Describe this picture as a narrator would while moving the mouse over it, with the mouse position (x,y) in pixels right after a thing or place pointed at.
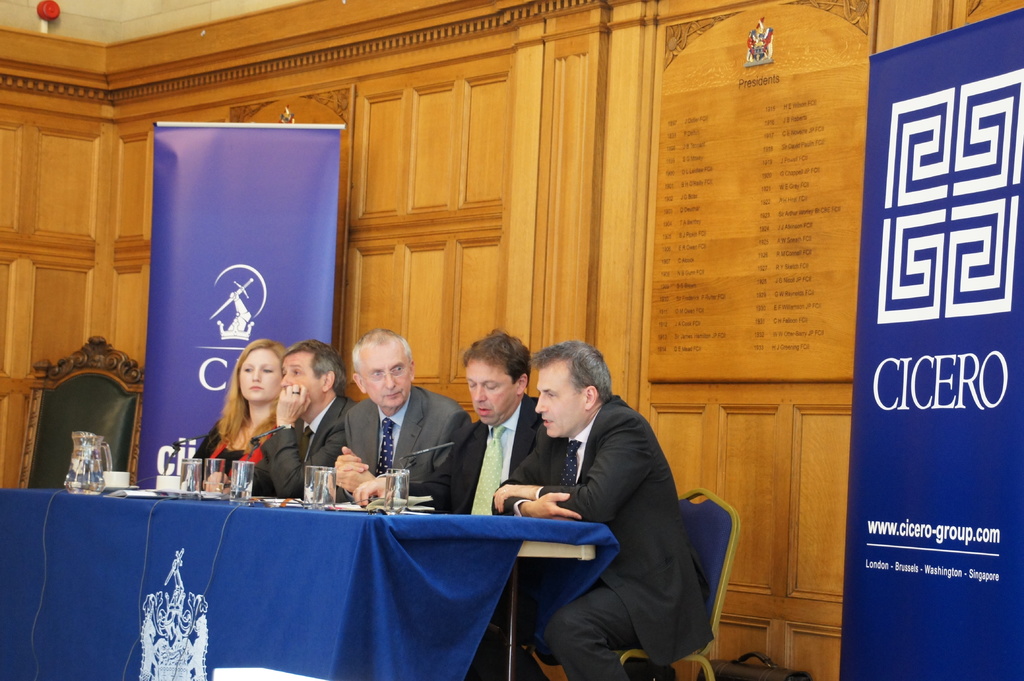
In the image there are four men (420,427) in suits (402,426) and a woman (204,449) sitting in front of table (483,617) with mic (169,462), water glass (394,476), jug (82,458) on it. Behind them there is wall (494,223) with posters (252,206) on either side.
